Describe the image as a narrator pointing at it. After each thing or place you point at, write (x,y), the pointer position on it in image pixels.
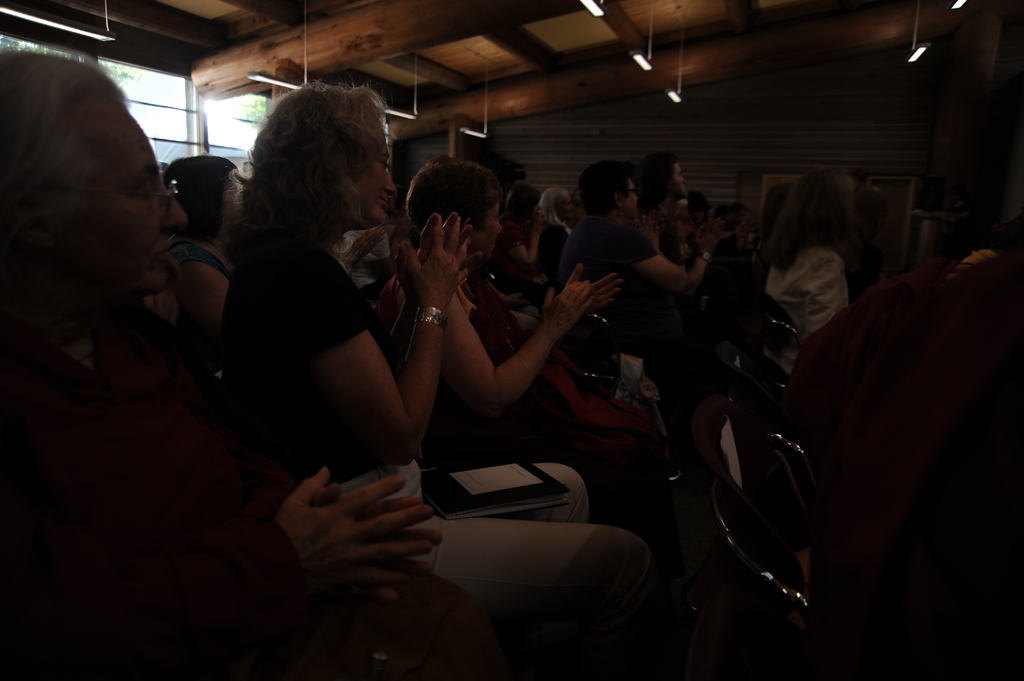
In the left side (331,481) few women (575,237) are sitting on the chairs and clapping their hands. At the top (415,108) there are lights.
